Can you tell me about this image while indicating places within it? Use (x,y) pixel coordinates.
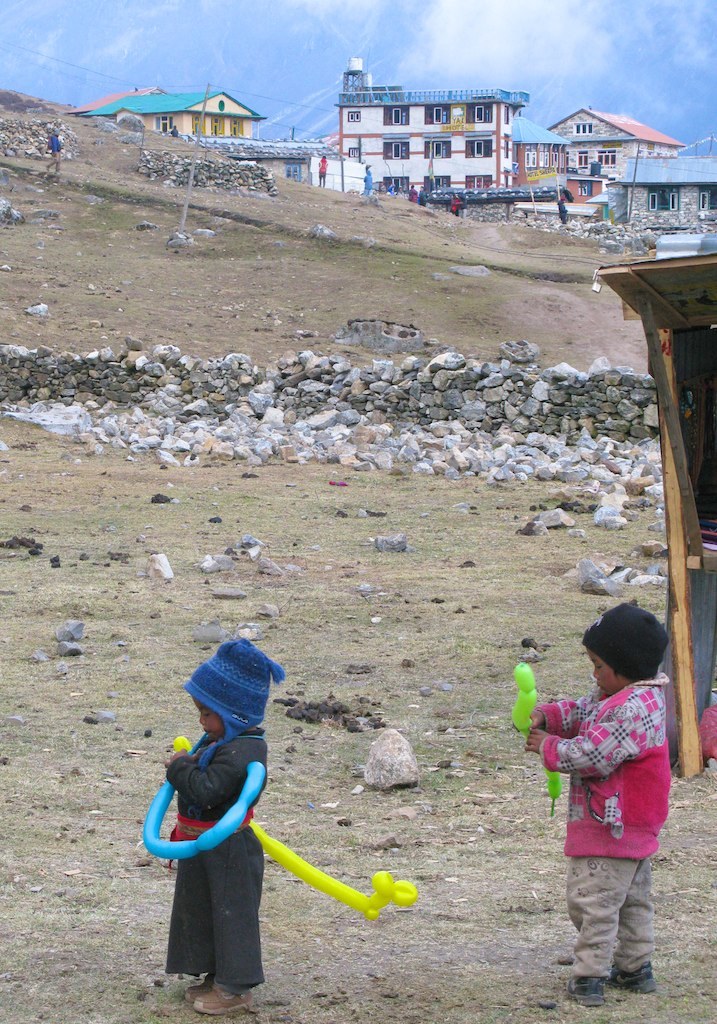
In this image in the foreground (211,767) there are two children (201,771) who are playing with some toys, and in the background (679,179) there are some rocks (459,426), buildings (569,151), poles (429,162) and some wires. And also there is some grass (336,322), on the right side (675,494) there is one house (666,425) and at the top of the image (456,38) there is sky (531,47).
